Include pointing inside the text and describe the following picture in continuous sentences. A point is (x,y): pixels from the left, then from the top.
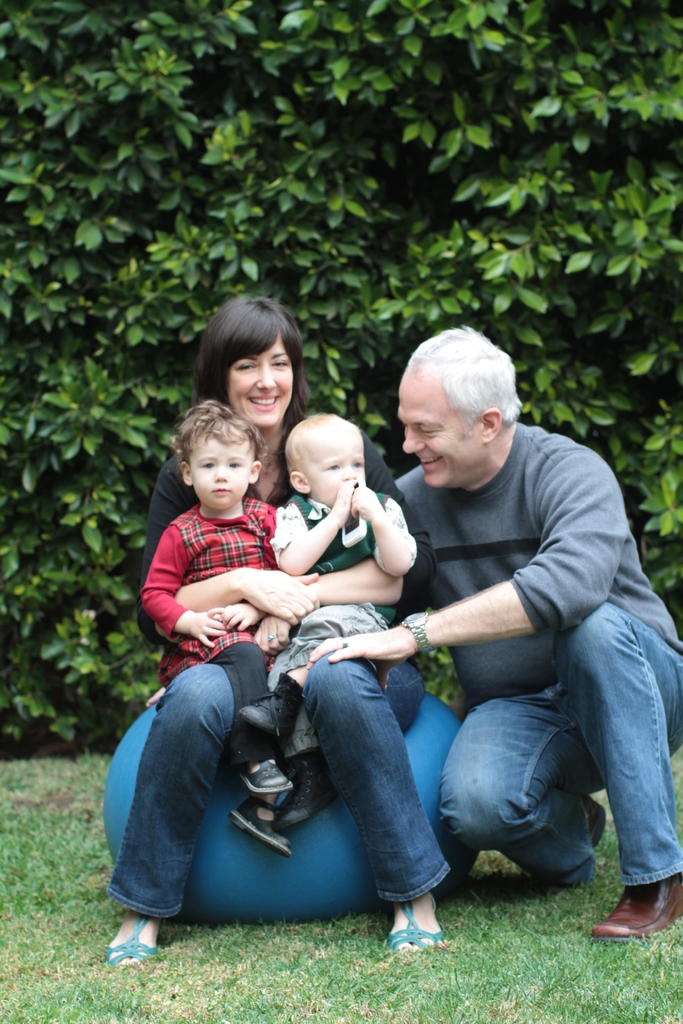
In this image we can see a person (263,572) sitting on the exercise ball (315,892) and holding the child's (271,551) and the other person (534,730) sitting on the grass (548,973). In the background (476,93), we can see the trees (379,298).
